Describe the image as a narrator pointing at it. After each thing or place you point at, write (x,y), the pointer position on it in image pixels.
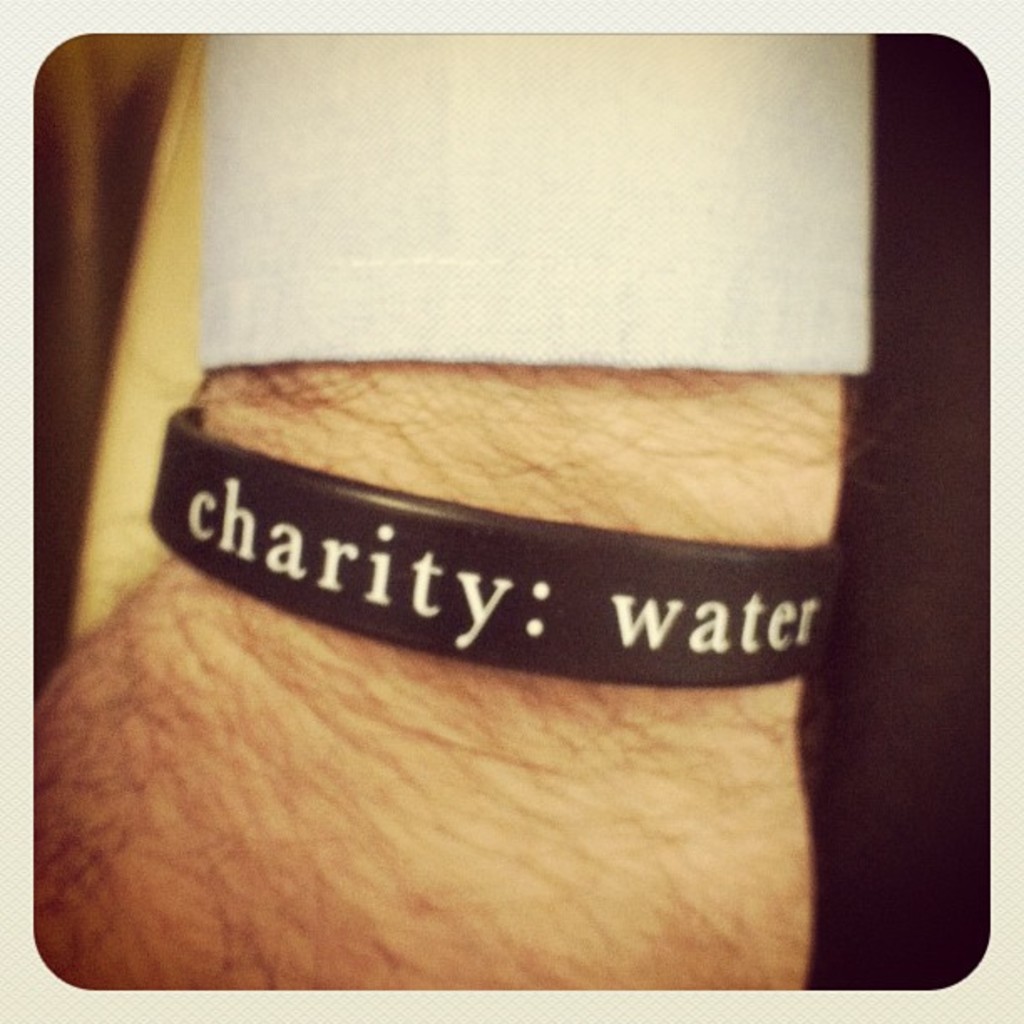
In this image the background (966,250) is dark. In the middle of the image (464,426) there is a person's hand (525,392) with a wrist band (356,545) on the wrist (303,524) with a text (379,565) on it.
